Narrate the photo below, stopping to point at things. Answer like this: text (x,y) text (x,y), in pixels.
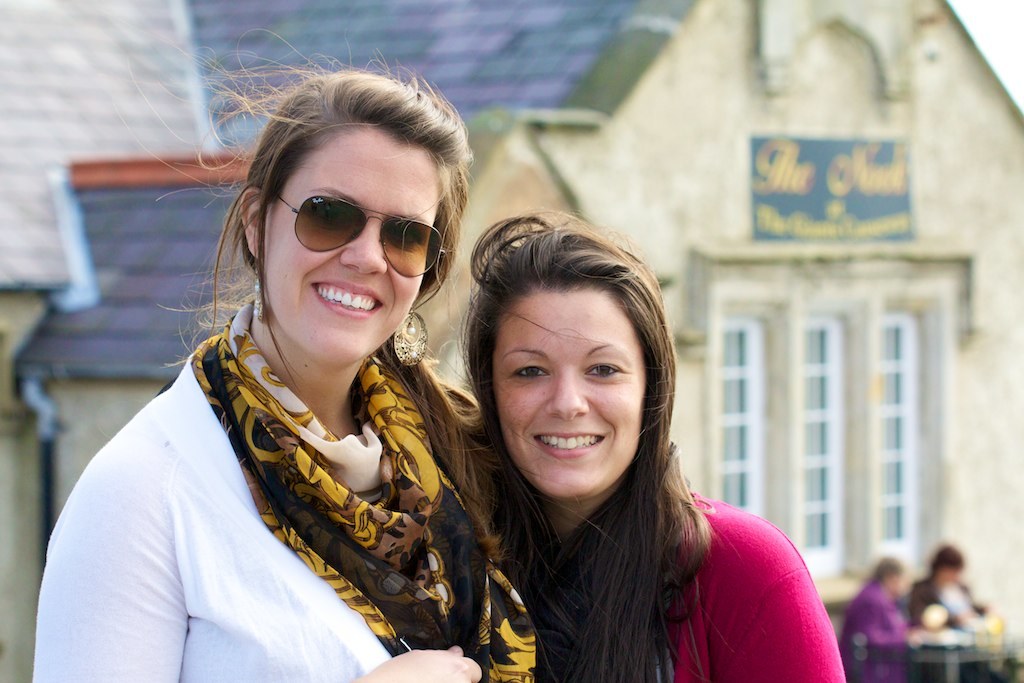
In this image I can see 2 women (518,569) standing and smiling. There is a building (6,351) and other people (901,651) at the back (839,383).
